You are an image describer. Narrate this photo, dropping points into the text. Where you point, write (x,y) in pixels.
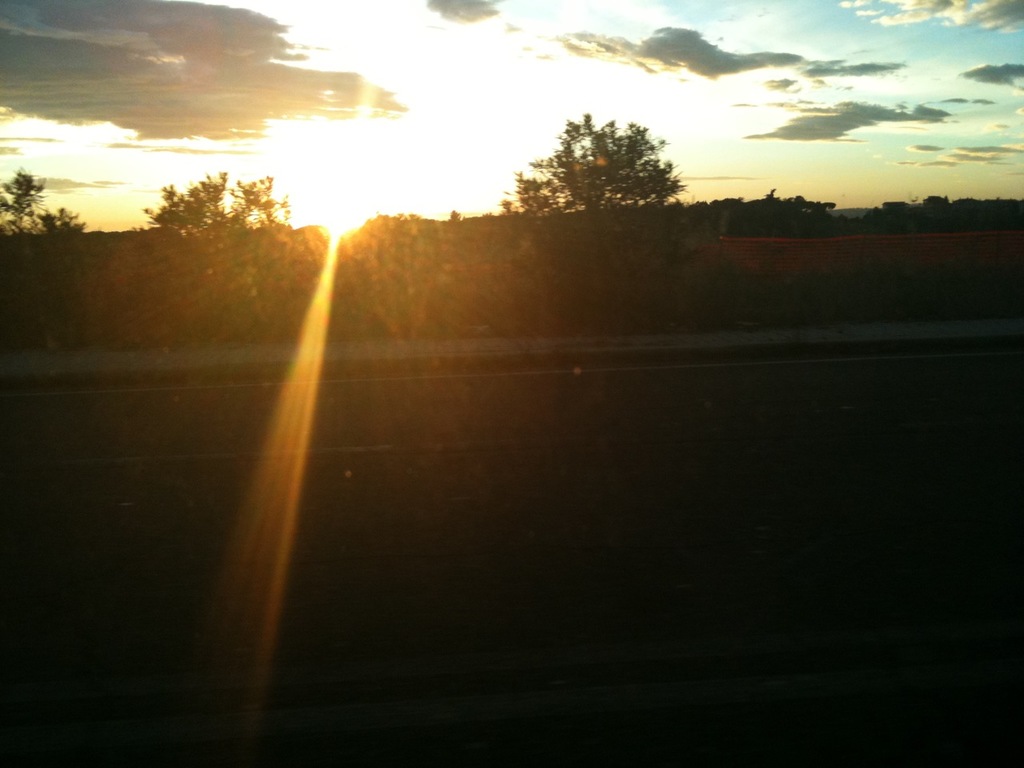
In the picture we can see some trees (21,297) and behind it we can see a sky (321,212), with clouds (58,77) and sunshine (512,80).
